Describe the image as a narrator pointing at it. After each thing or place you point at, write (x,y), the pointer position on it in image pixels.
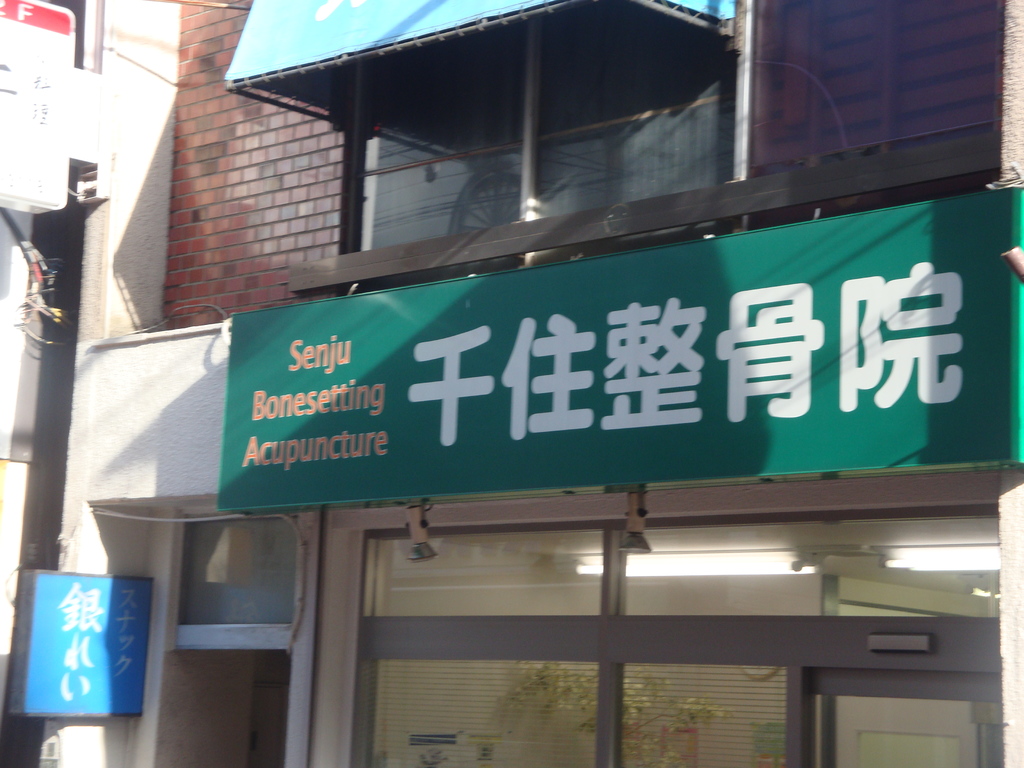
In this image we can see front view of a building (206,160). One banner (482,406) is attached to the building (170,443). Bottom of the image (901,718), one door (903,742) is there. Left side of the image (74,646), two boards (64,641) are there.
